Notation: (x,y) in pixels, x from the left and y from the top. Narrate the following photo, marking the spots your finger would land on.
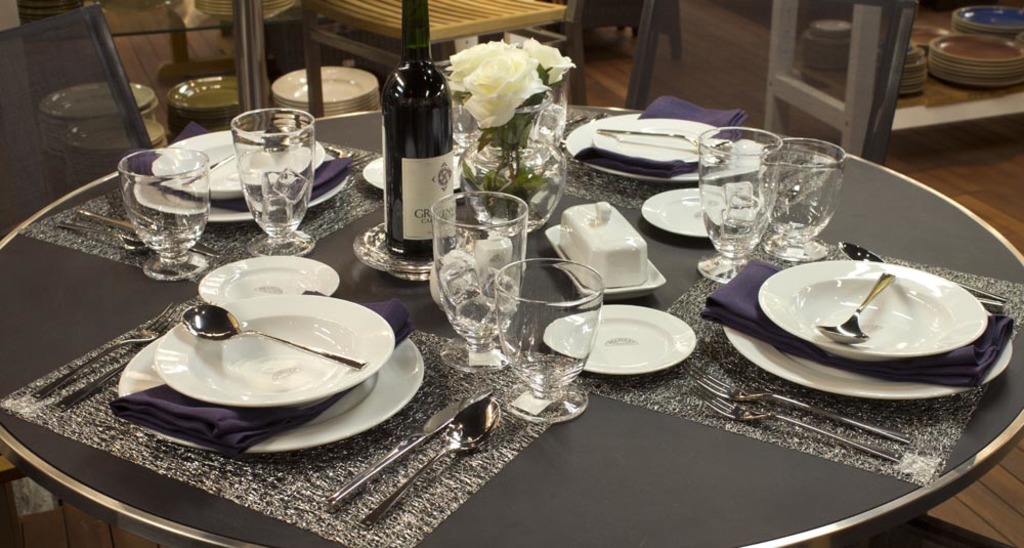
There are plates (369,313), spoons (213,319), forks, glasses (182,246), cloth (720,301), flower vase (479,108) and a wine bottle (420,240) on the table (145,311). In the background (31,120) there are chairs (25,123) and plates (352,90).
